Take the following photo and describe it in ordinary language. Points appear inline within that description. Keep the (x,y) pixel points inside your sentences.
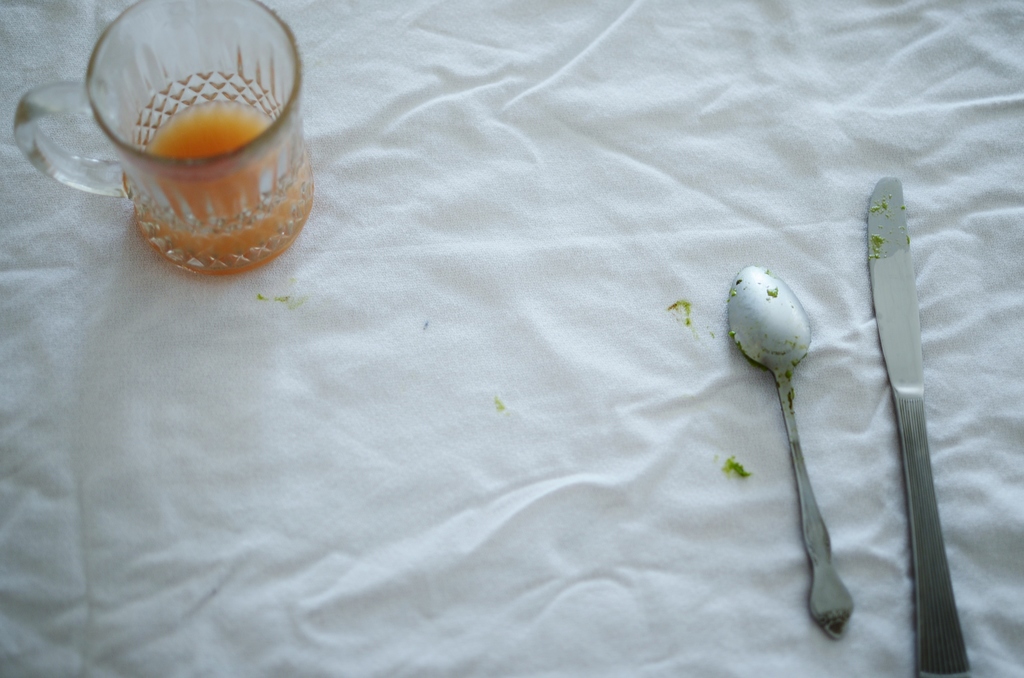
On the top left (253,154), there is a glass (305,186) arranged on a cloth (310,312). On the bottom right (912,471), there is a knife (894,275) and a spoon (745,282) arranged on the cloth (570,236). And the background (770,82) is white in color.
